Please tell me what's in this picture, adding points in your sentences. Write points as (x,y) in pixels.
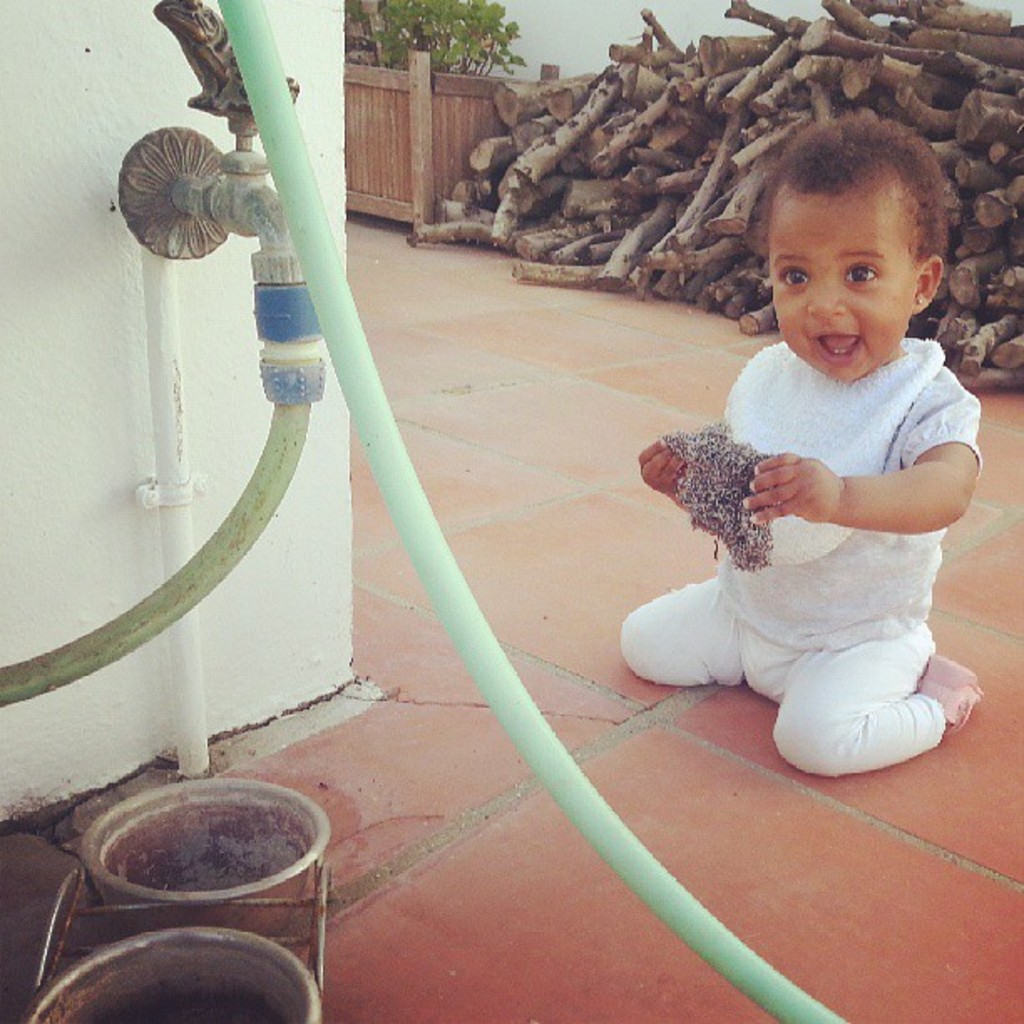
This kid (889,651) is holding an object (739,531). Here we can see a tap (268,225), pipes (293,420) and object (184,871). Background (446,14) there is a plant (471,18) and wooden logs (826,86).
